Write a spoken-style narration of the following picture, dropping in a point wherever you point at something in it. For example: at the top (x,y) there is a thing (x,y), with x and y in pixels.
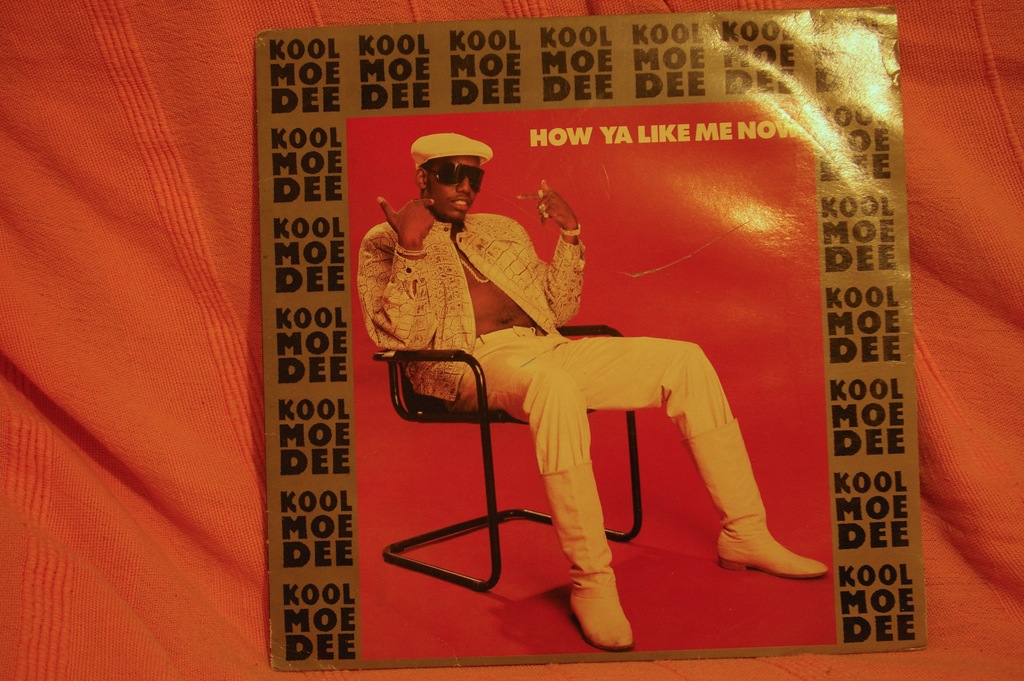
In this picture we can see the poster (847,175) placed on the top of the surface (983,333) and there is a man (420,230) wearing white color jacket (457,264), white color hat (452,147) and sitting on the chair (429,406) and there is a text (679,60) printed on the poster (347,142).
